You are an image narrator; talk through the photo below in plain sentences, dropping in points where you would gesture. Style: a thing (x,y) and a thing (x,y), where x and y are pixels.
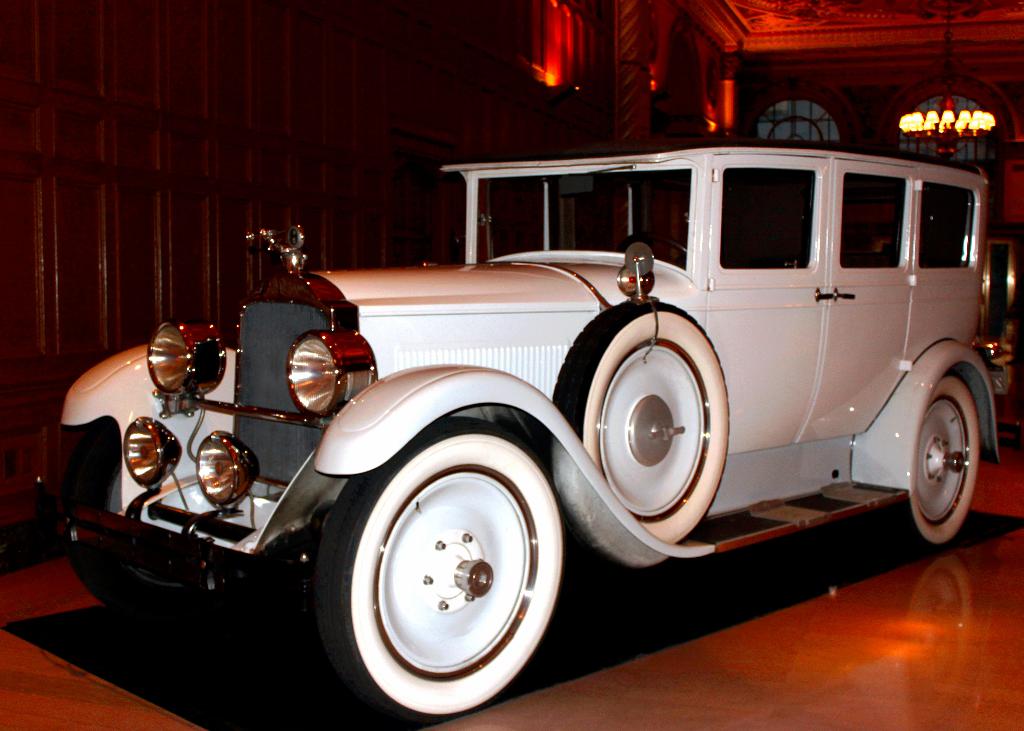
This picture is clicked inside. In the center (556,333) there is a white color car (694,327) parked on the ground (936,586). In the background (904,19) we can see the roof (882,15), chandelier (951,101), windows (805,137) and the wall (351,134).
